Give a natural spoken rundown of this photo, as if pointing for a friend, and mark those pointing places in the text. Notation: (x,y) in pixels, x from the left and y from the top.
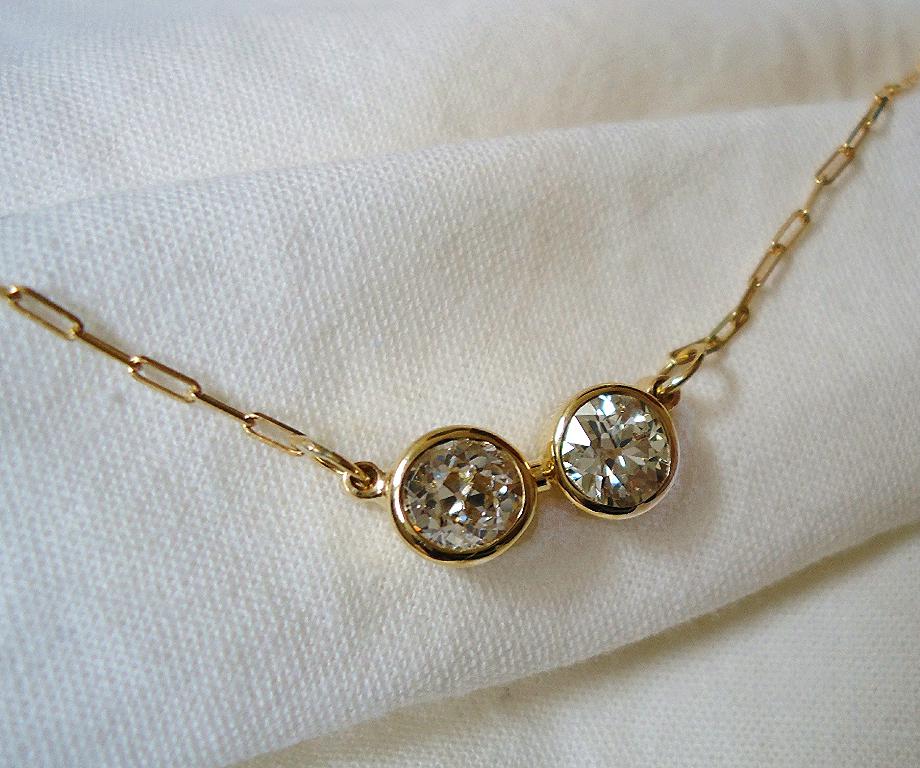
In the picture I can see a golden color ornament (516,533) placed on the white color cloth (521,552).
